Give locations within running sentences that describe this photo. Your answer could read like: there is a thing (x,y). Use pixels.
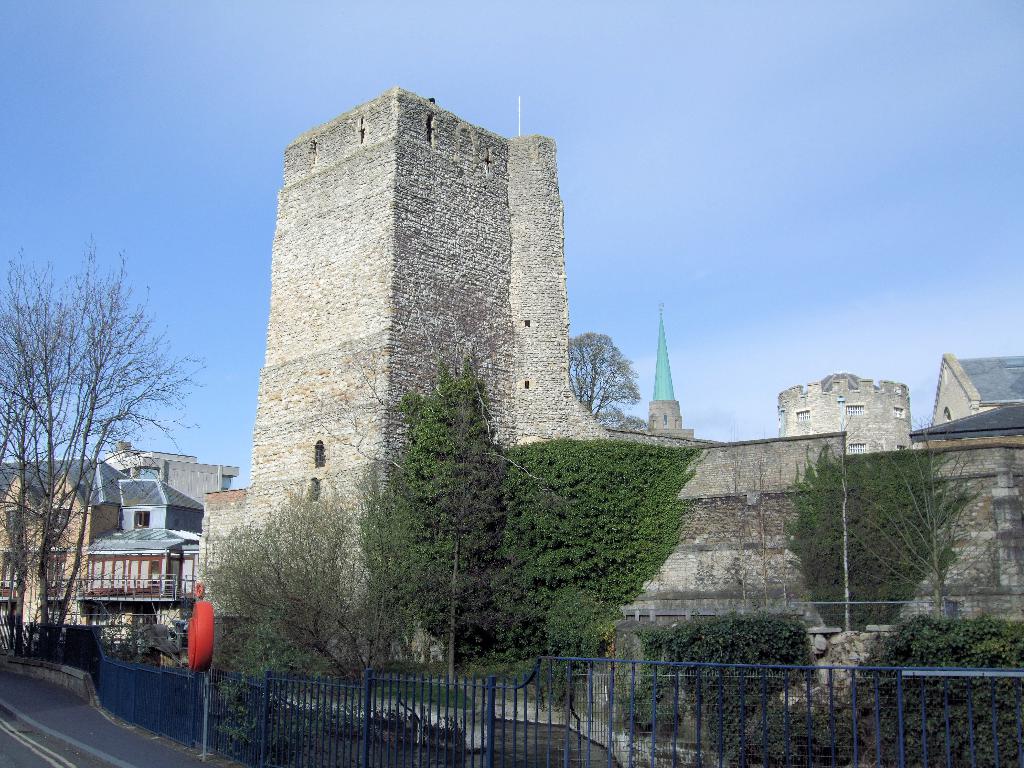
In this picture I can see buildings (264,503), trees (310,545) and I can see metal fence (406,697) and looks like a board (194,670) to the pole (206,752) on the sidewalk (72,741) and I can see blue sky (598,131).
